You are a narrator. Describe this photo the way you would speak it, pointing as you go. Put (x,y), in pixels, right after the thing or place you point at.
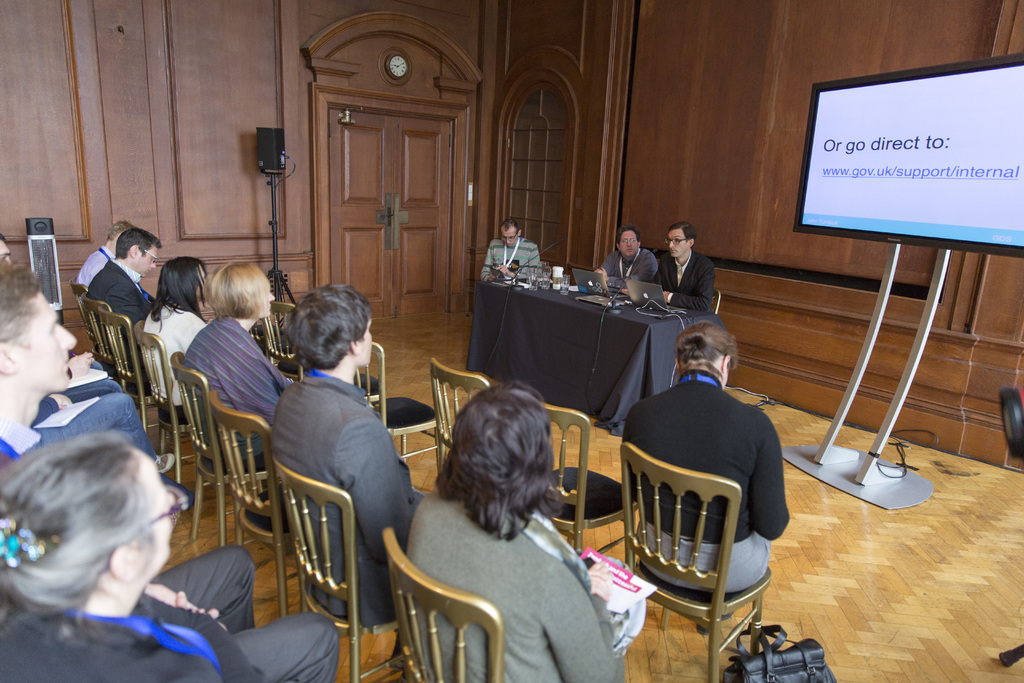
There are three people (516,252) sitting behind the table (605,350). There is a table (560,331) which covered with black color cloth (563,333) and there are glass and laptops (641,295) on the table (591,342) and at the left (121,401) people (122,508) sitting on the chair (216,483). There is a television (892,150) at the right (827,199) and at the back (440,194) there is a door (375,196) and there is clock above the door (413,184), there is a speaker (268,156) beside of the door (407,143).
